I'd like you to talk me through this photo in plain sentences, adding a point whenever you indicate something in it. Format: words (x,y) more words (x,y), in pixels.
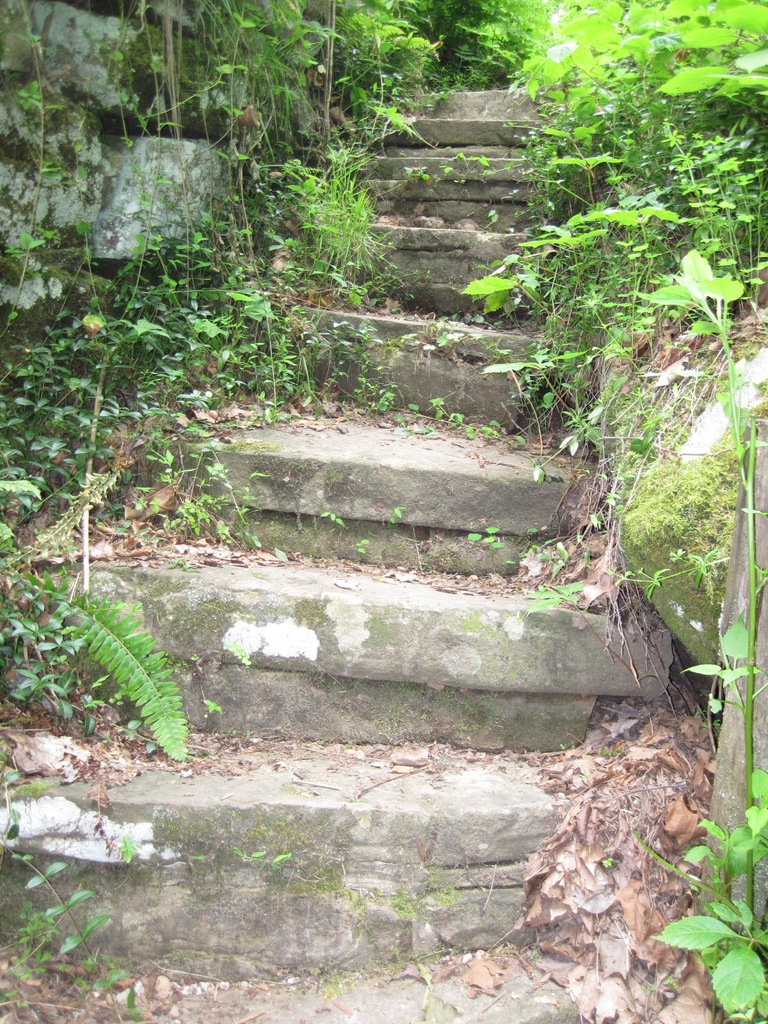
In the image in the center (409,492) we can see staircase (272,598), wall (15,156), plants (518,12), dry leaves (322,298) and grass (299,3).
